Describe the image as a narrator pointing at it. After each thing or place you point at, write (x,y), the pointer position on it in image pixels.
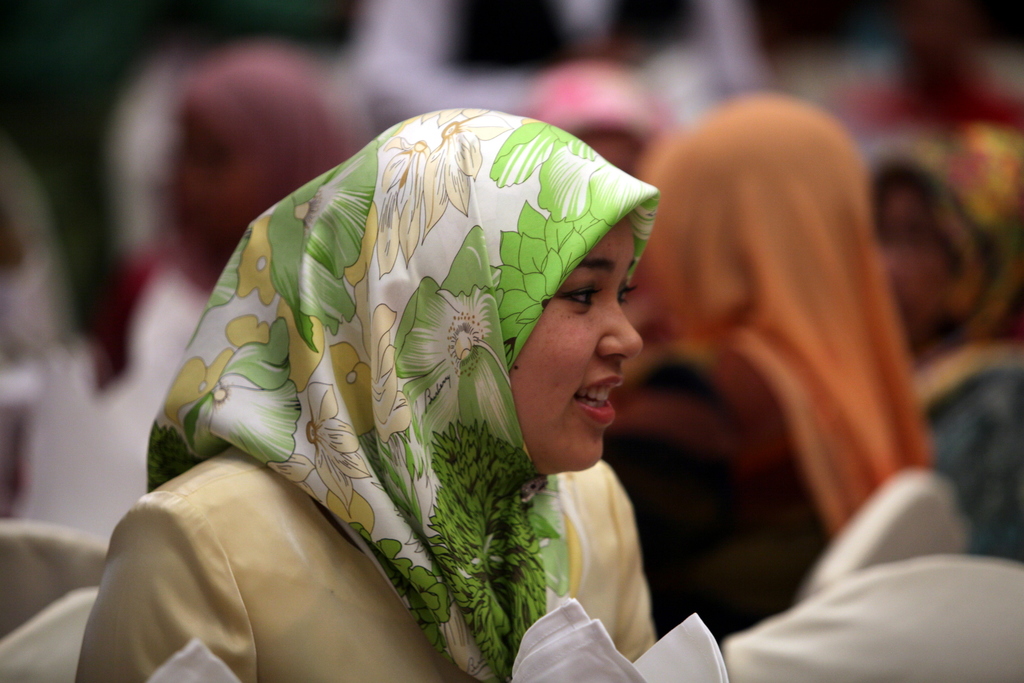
In this image, we can see a woman (494,563) is smiling and wearing a scarf (453,326) on her head (594,396). At the bottom (608,665) we can see few white clothes (622,667). Background (11,350) there is a blur view. Here we can see few people (308,163).
